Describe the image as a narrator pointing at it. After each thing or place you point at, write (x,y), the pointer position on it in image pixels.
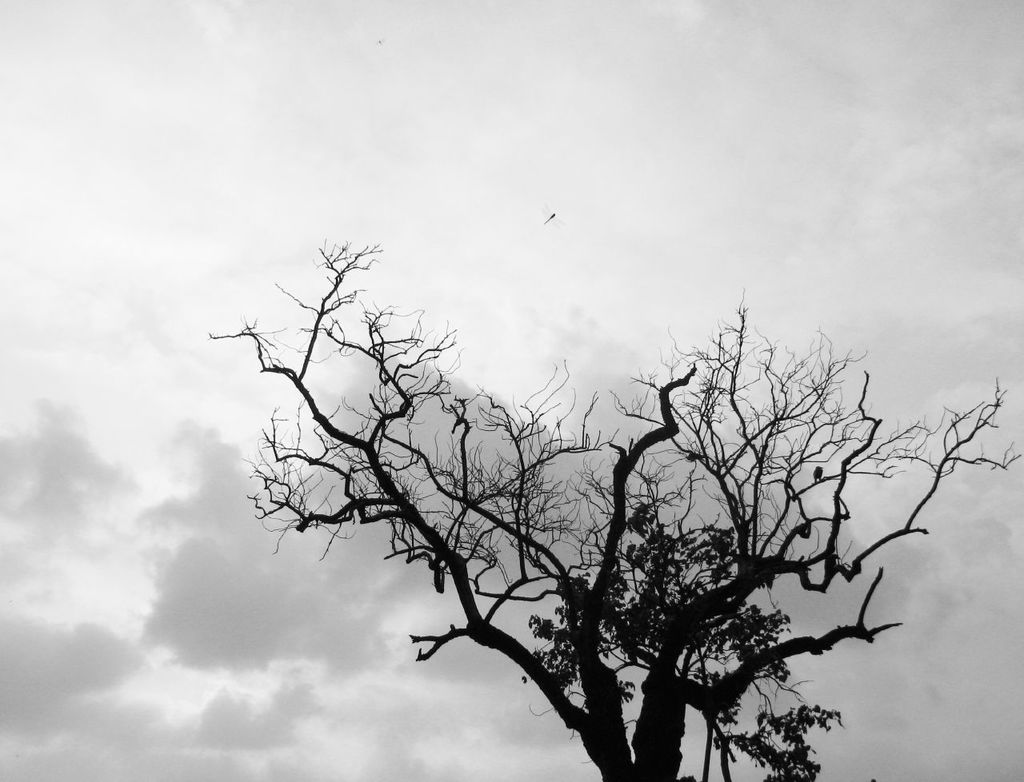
Here in this picture we can see plants (639,623) and trees (604,571) present and we can also see a dragon fly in the air (534,233) and we can see the sky (180,194) is fully covered with clouds (216,156).
